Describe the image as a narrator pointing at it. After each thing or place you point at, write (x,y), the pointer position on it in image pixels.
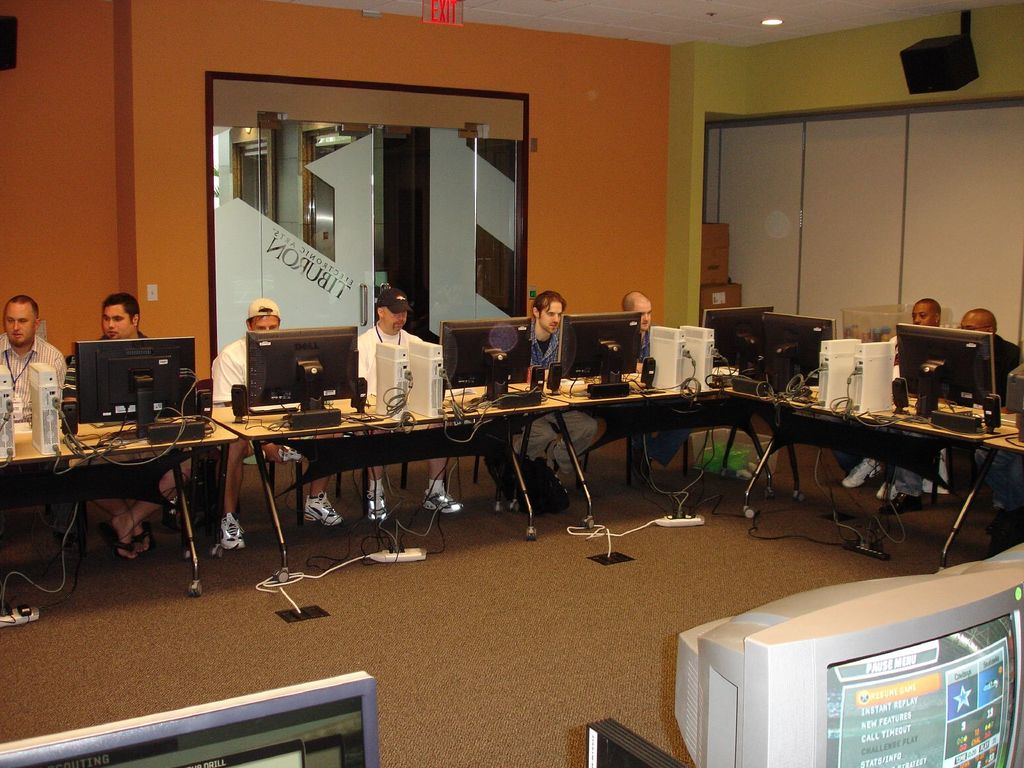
As we can see in the image, there are group of people (894,350) sitting on chairs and looking at the systems (779,378). The systems (107,376) are on table (113,427) and behind them there is a glass door (369,251) and orange color wall (606,204).
